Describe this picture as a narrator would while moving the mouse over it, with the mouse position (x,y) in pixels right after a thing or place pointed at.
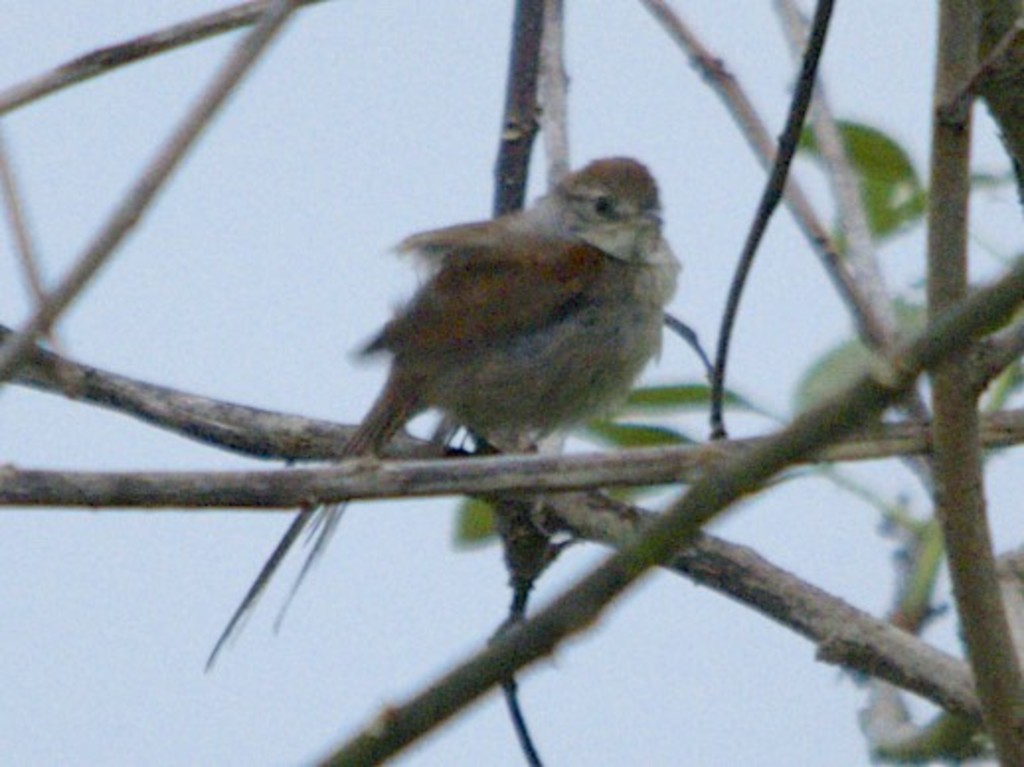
In this picture we can see tree branches (912,643), leaves (475,515) and on one branch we can see a bird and we can see sky (106,416) in the background (109,361).
